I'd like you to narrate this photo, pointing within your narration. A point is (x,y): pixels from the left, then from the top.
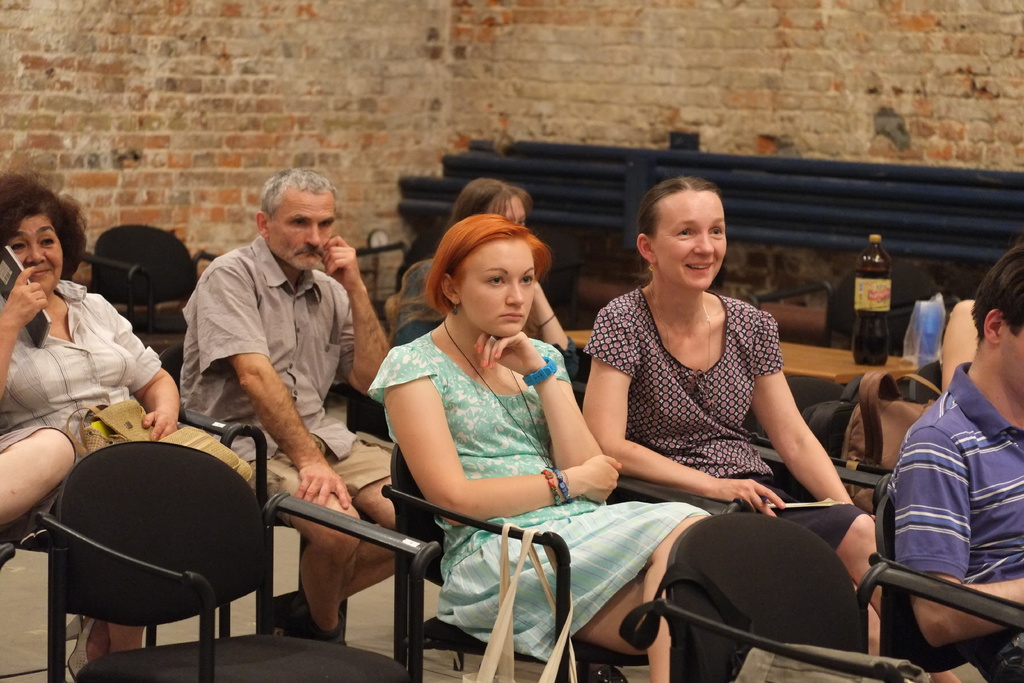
The image is taken inside a room (496,152). In the center of the room (495,336) there are chairs (418,609) and people (600,534) sitting on the chairs (448,630) behind them there is a table (838,359) and bottle (869,359) placed on the table (816,366). We can also see some bags (849,423). In the background (585,174) there are pipes (521,148) and a brick wall (440,63).
